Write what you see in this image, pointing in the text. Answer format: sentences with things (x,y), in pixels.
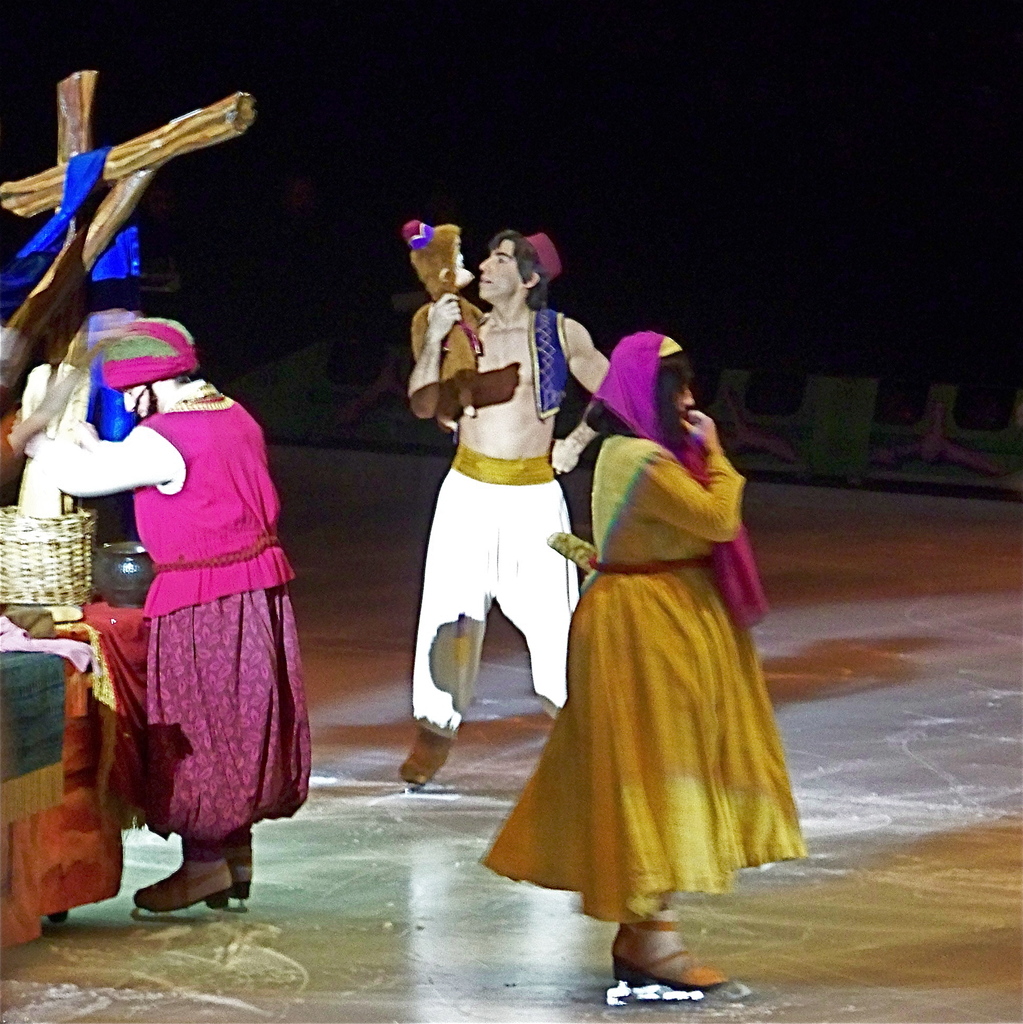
In this image we can see a group of people (667,698) standing on the floor (454,917) wearing skates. In the center of the image (426,577) we can see a person (441,325) holding a doll (448,348). To the left side of the image (109,198) we can see some wooden poles (133,184), and some vessels (106,568) placed on the table (91,789).
